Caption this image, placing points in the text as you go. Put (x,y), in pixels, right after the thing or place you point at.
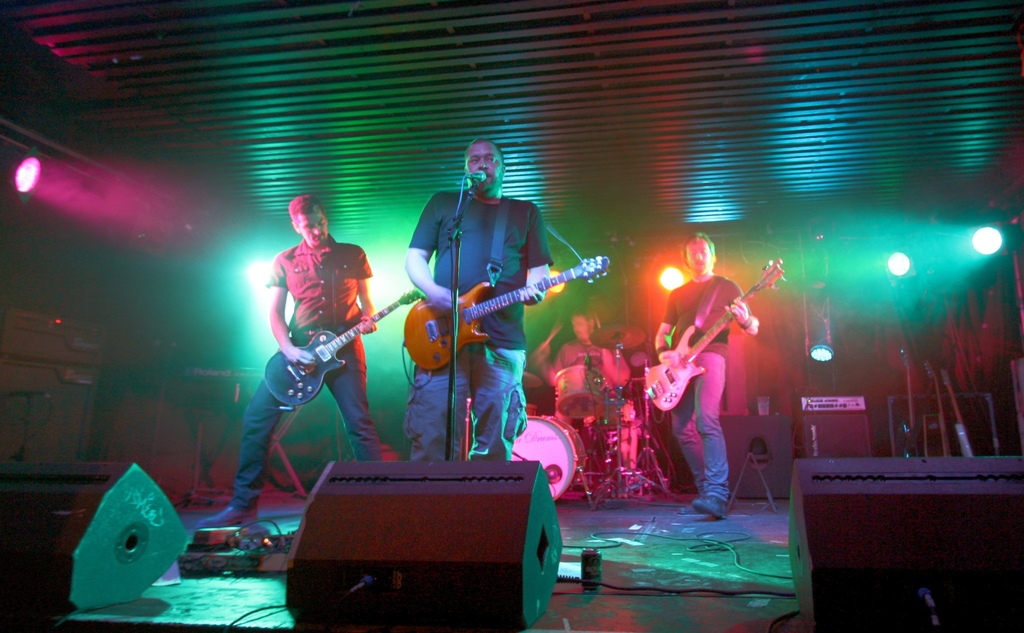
This picture is clicked at a concert. There are four musicians (331,327) on the floor (605,565). The three men (440,382) in the front (525,307) are playing guitars (443,343). The man (468,260) in the center (487,281) is playing guitar (420,336) as well as singing. There is a microphone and its stand (453,280) in front of him. The man (548,364) behind them is playing drums (590,380). On the floor (626,546) there are speakers (162,514), cables (635,535), drums (579,466), drum stands (620,472) and a drink can (590,566). There are spotlights (15,183) in background (37,173).
